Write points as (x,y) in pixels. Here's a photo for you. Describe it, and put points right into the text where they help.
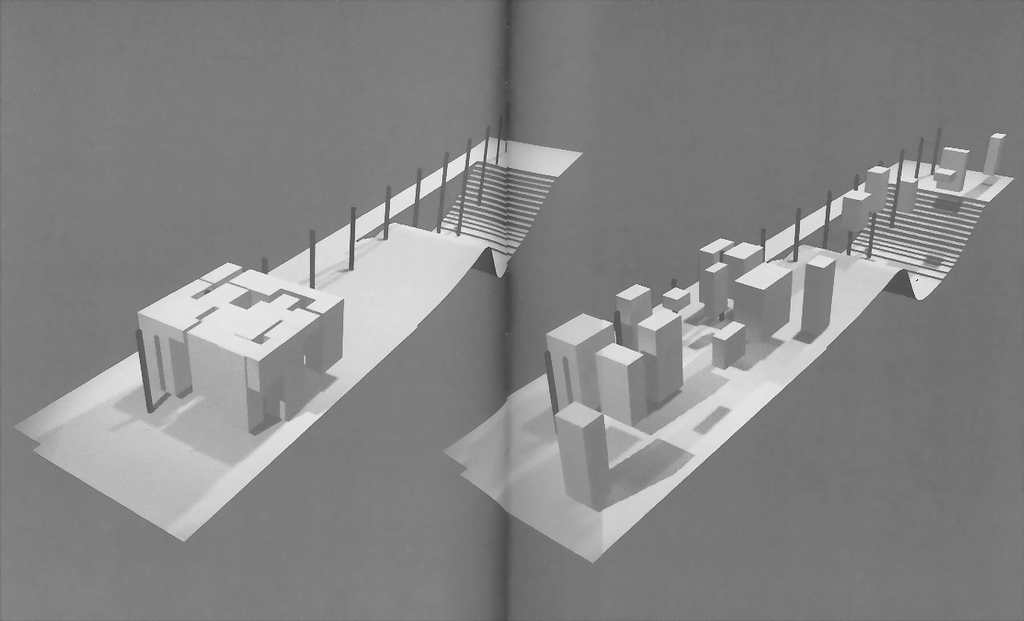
In this picture I can see there are some designs of buildings (908,199) and there are some stairs (901,211) here.
